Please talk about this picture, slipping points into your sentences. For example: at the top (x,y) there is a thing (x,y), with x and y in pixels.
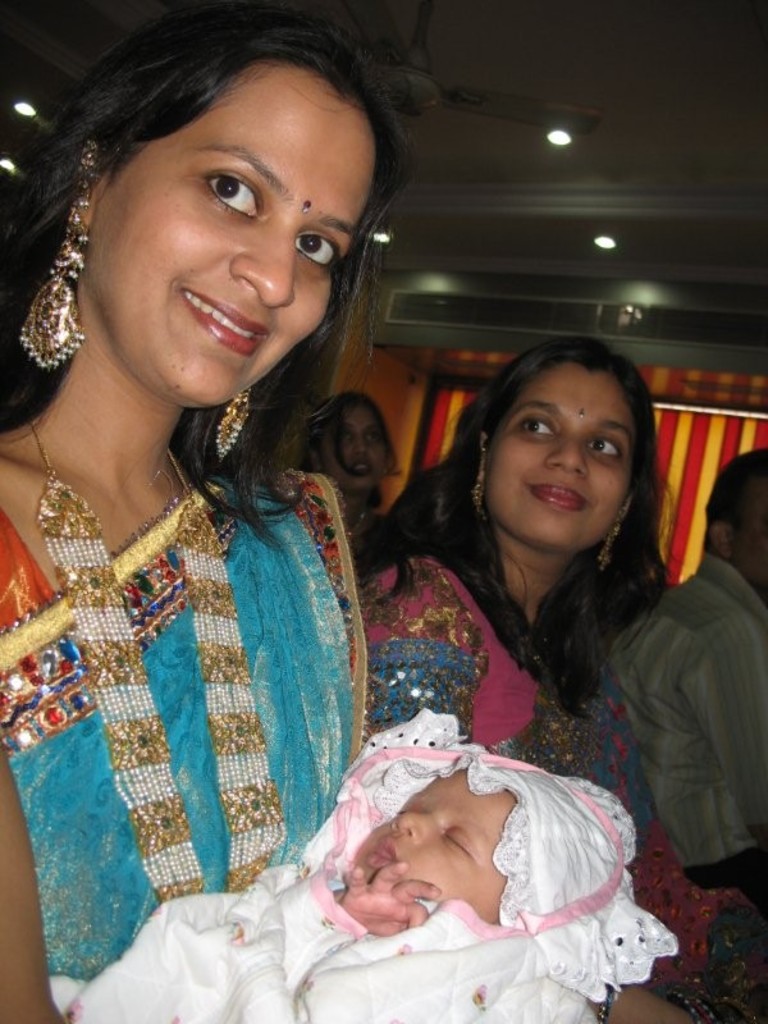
In this image there are three women (440,586) and one man (697,739). On the left (193,361) there is a woman (277,539) in blue saree (263,721) holding a baby (477,948). Image also consists of fan (505,108), curtain (484,371) and also ceiling lights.
